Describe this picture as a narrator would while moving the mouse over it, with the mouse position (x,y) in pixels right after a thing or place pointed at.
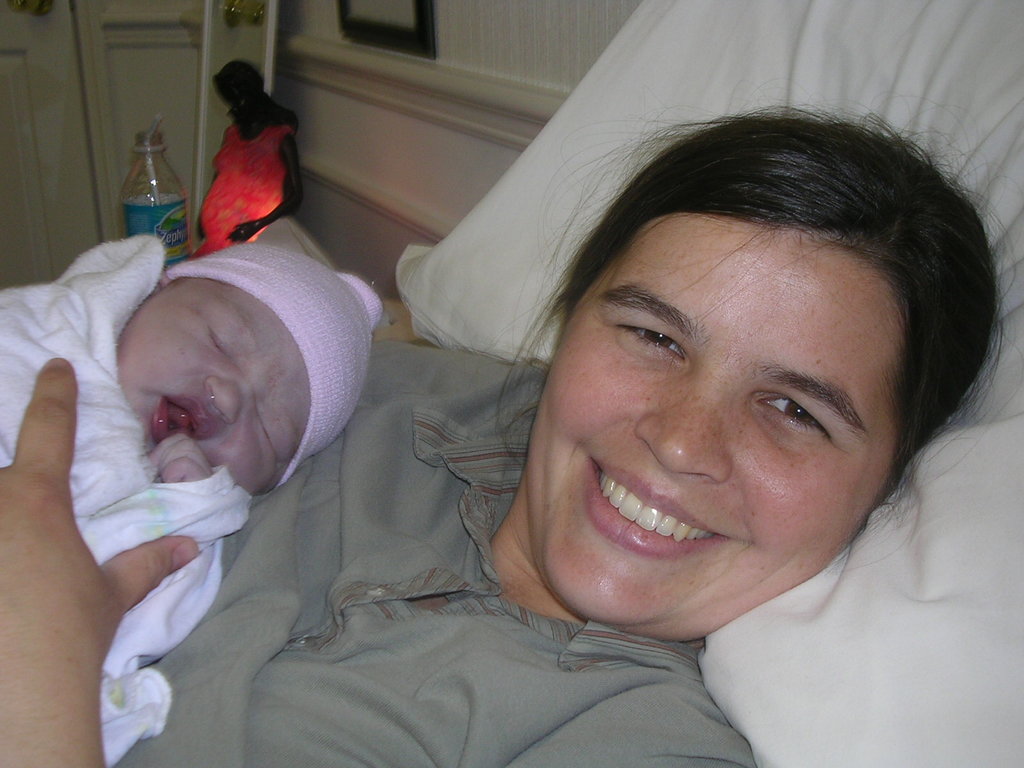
In this image I can see a woman (493,644) wearing grey colored dress (380,606) is laying on the bed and on her I can see a baby (228,494) who is wearing pink colored cap (318,318) and white colored cloth (99,320). I can see a pillow (797,51) which is white in color. In the background (264,197) I can see a toy (278,157), a bottle (166,230), the white colored wall (414,102) and the door (132,64).
